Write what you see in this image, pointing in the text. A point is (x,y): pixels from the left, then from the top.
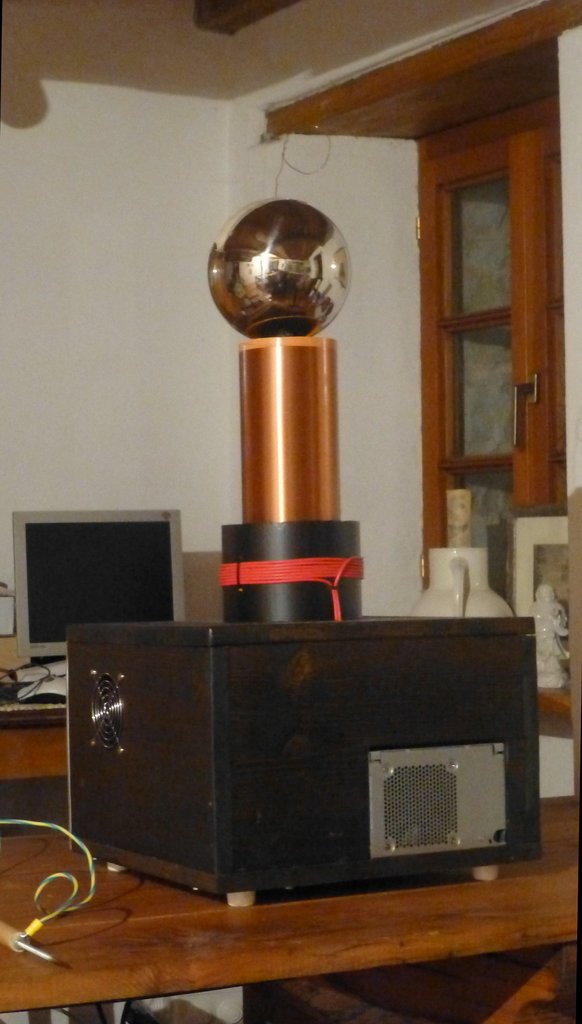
In this image we can see a table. On the table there are desktop (90,621), machine (380,681), decors (536,607) and a white jug (436,607). In the background (570,181) there are windows (547,291) and walls (142,138).
